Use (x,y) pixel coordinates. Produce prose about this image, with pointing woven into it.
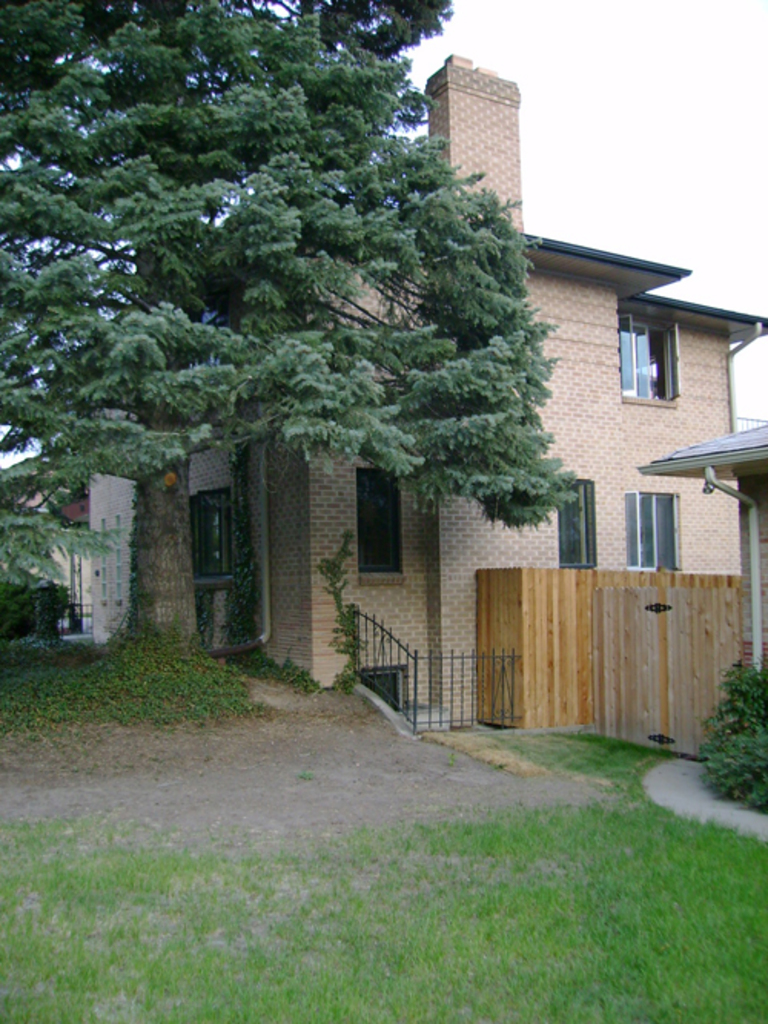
In this image we can see a building (435,644), tree (113,389), fence (691,751), plants (712,755) and other objects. On the right side (647,43) top of the image (630,94) there is the sky (631,151). At the bottom of the image (381,872) there is the grass (377,915).
